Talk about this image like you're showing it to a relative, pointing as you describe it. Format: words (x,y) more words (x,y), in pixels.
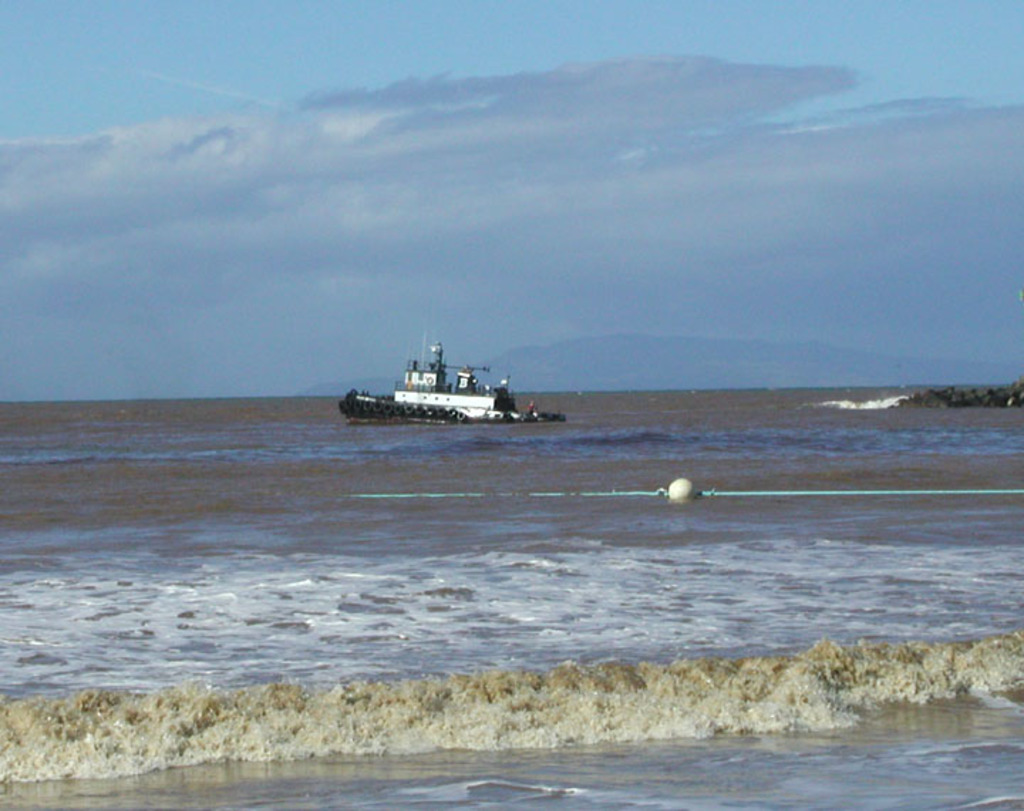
In this image there is a ship (403,389) in the sea (413,480). At the top (352,151) there is sky (338,151). At the bottom (417,708) there are waves (417,708).
